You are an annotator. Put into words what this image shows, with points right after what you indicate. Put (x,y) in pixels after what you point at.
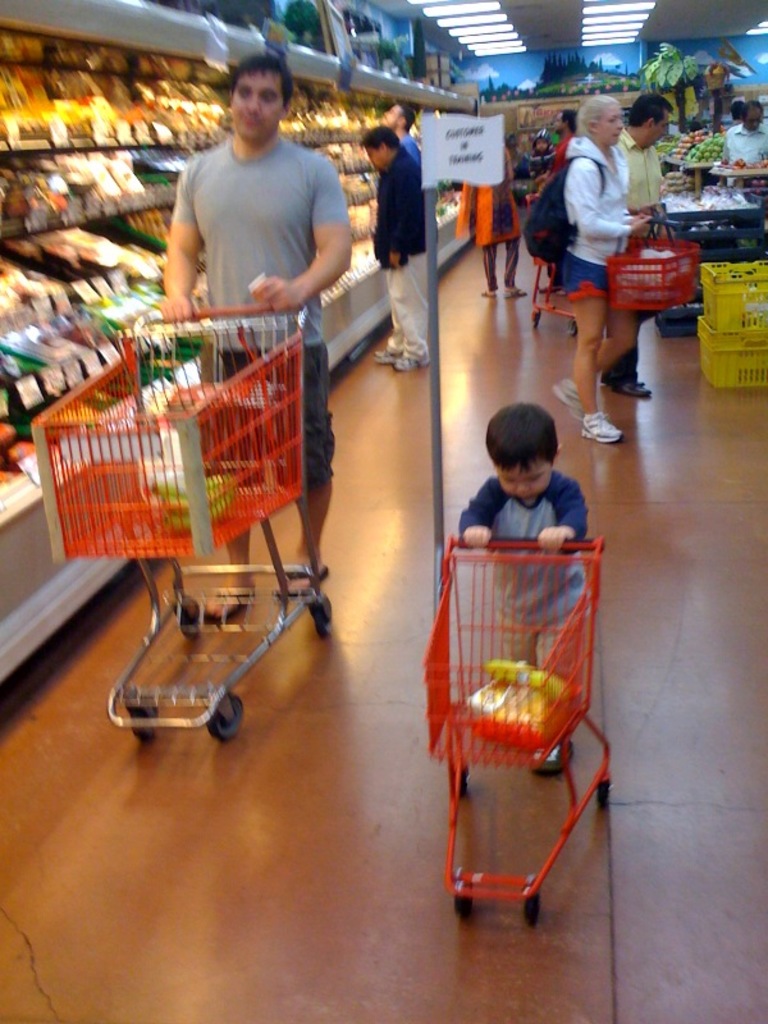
In this picture we can see the view of the super market (520,927). In front (499,555) there is a small boy (527,608) with red color trolley (520,669) and beside a man (253,261) wearing grey color t-shirt (225,219) pushing the red color trolley (208,333). Behind we can see many food items (190,118) and in the background (603,246) there is group of people (560,150) doing shopping.
